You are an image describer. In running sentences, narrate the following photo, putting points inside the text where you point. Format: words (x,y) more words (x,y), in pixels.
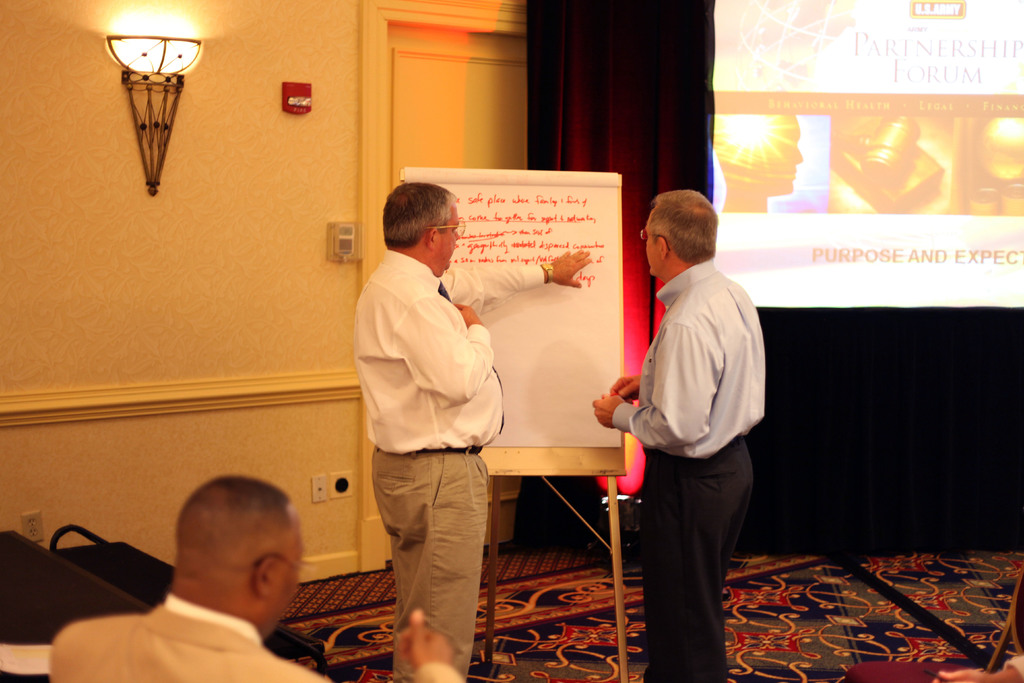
In this image we can see two men (679,321) standing on the floor (633,559). We can also see a board (510,436) with papers (533,413) and a stand (508,468) beside them which has some written text (517,236) on it. On the backside (297,203) we can see a wall (324,309), switch board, a wall light (153,194) and a display screen (950,105). On the bottom of the image (225,657) we can see a person (224,551) sitting.
